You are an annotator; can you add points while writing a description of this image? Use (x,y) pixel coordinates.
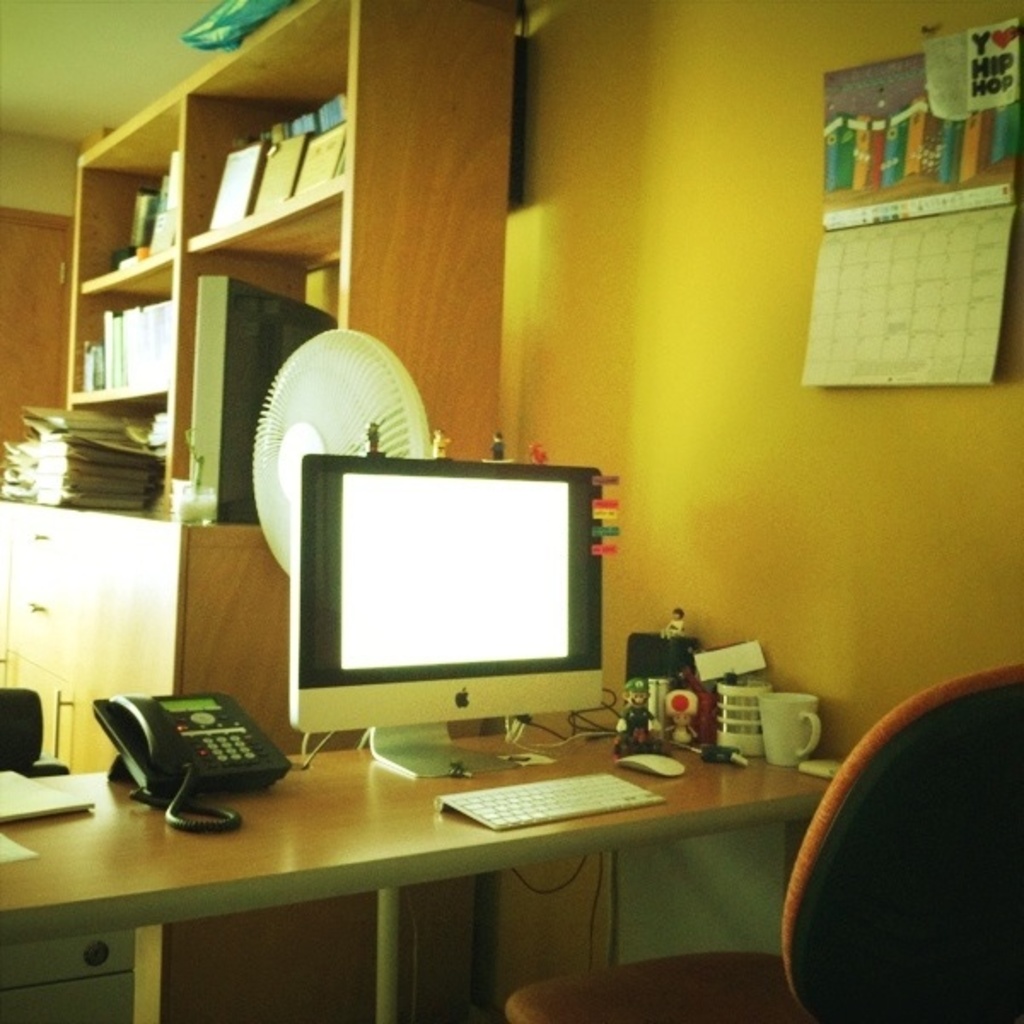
In this image there is table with monitor (581,666), phone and some objects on it, chair (1012,832), a wooden rack (511,76) with books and a poster (982,43) on wall (748,143) in the foreground (976,891). There is a wall (1015,567) in the background (562,217).
